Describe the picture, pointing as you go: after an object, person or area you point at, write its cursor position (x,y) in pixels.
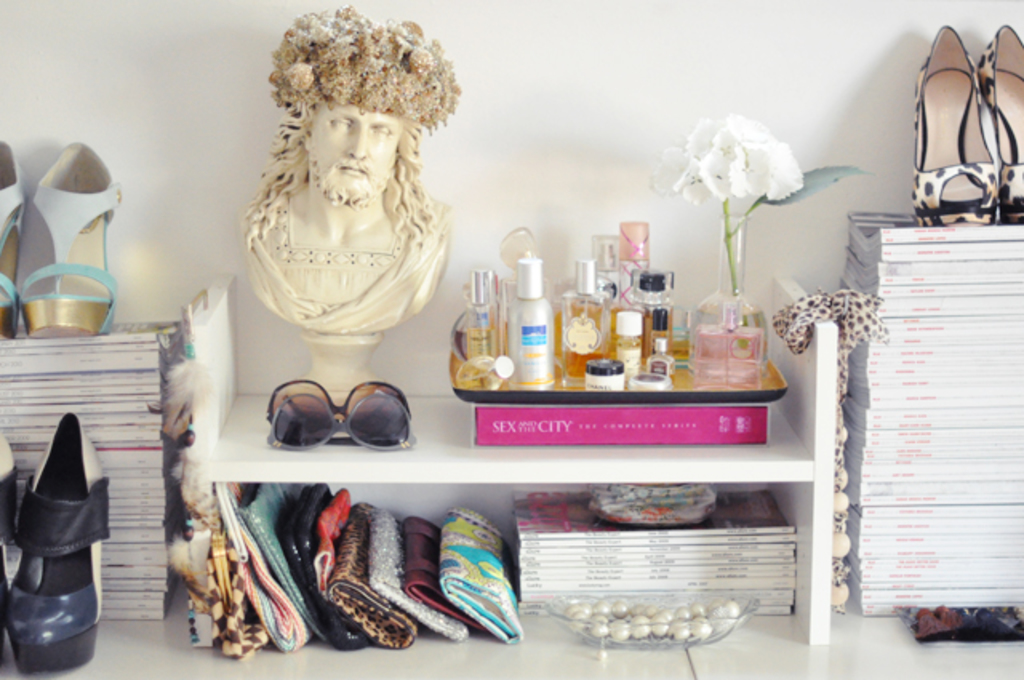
In this image I can see sculpture (426,235) and bottles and sandals (1002,149), spectacle (405,399) and hand purses (305,550), and I can see slides (103,311) on the left side (71,556) and I can see books (674,437), flowers (751,147) visible in front of the wall (135,75) on the floor (530,676).
